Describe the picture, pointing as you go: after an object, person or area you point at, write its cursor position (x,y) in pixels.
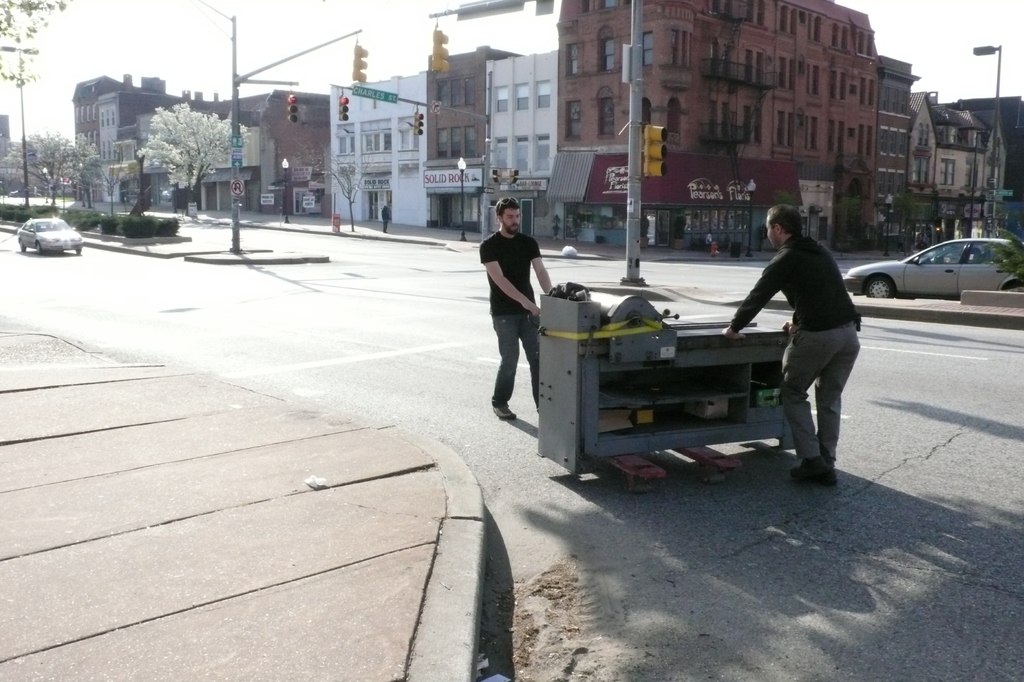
In this image I can see the road (359,329). On the road (342,334) I can see some vehicles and two people (499,254) holding an ash color object (584,377). To the side of the road (291,278) I can see many trees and the poles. In the background (472,187) I can see the buildings (493,141) with many boards (390,179) and the sky (262,39).
